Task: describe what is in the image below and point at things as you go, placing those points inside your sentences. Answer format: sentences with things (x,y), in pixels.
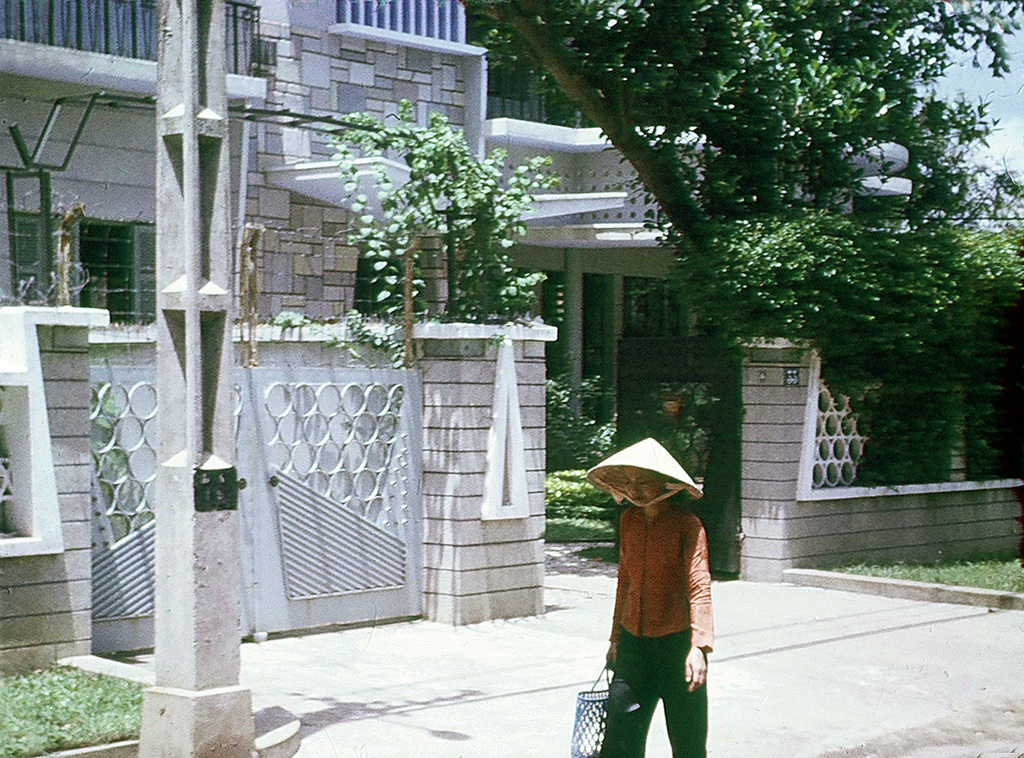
In this picture we can see a person (704,592) is walking, this person (655,520) is wearing a cap (648,451) and holding a bag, on the left side (226,568) there is a pole (237,576) and grass (63,706), in the background (602,271) we can see a building (454,112), trees (762,93) and plants (781,250), there is the sky (990,11) at the right top of the picture (968,86).
